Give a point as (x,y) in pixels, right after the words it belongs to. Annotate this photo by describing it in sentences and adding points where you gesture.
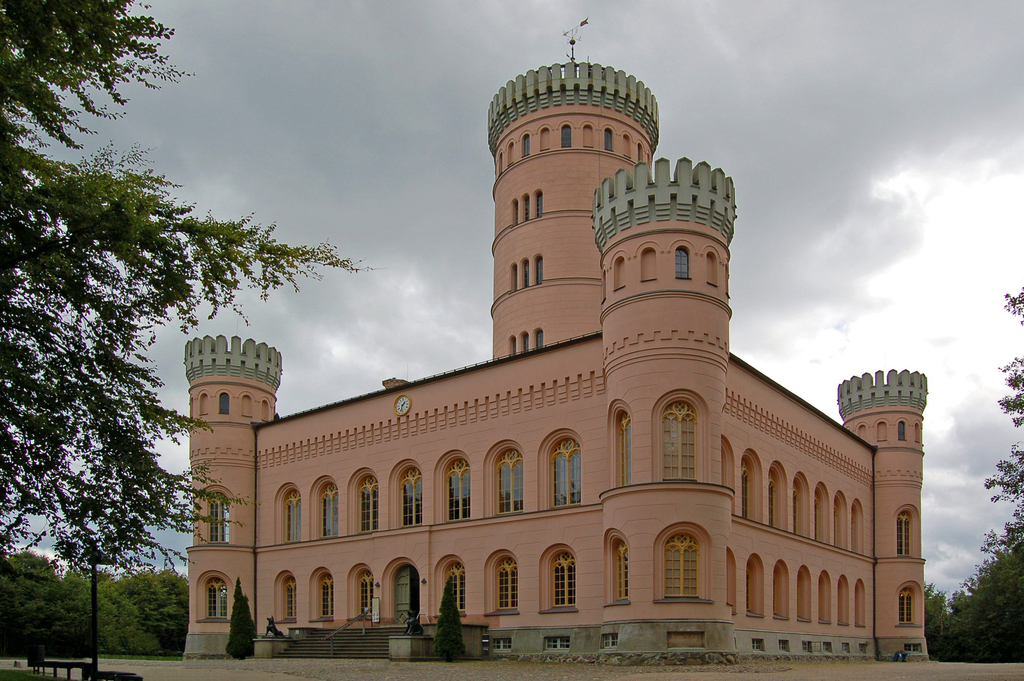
In the image there is a huge building (568,377), it is of peach color and in front of the building (395,451) to the upside of the wall (394,411) there is a clock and there are plenty of windows (285,517) to the building (693,431) and there are many trees (140,584) around the building (415,447).
